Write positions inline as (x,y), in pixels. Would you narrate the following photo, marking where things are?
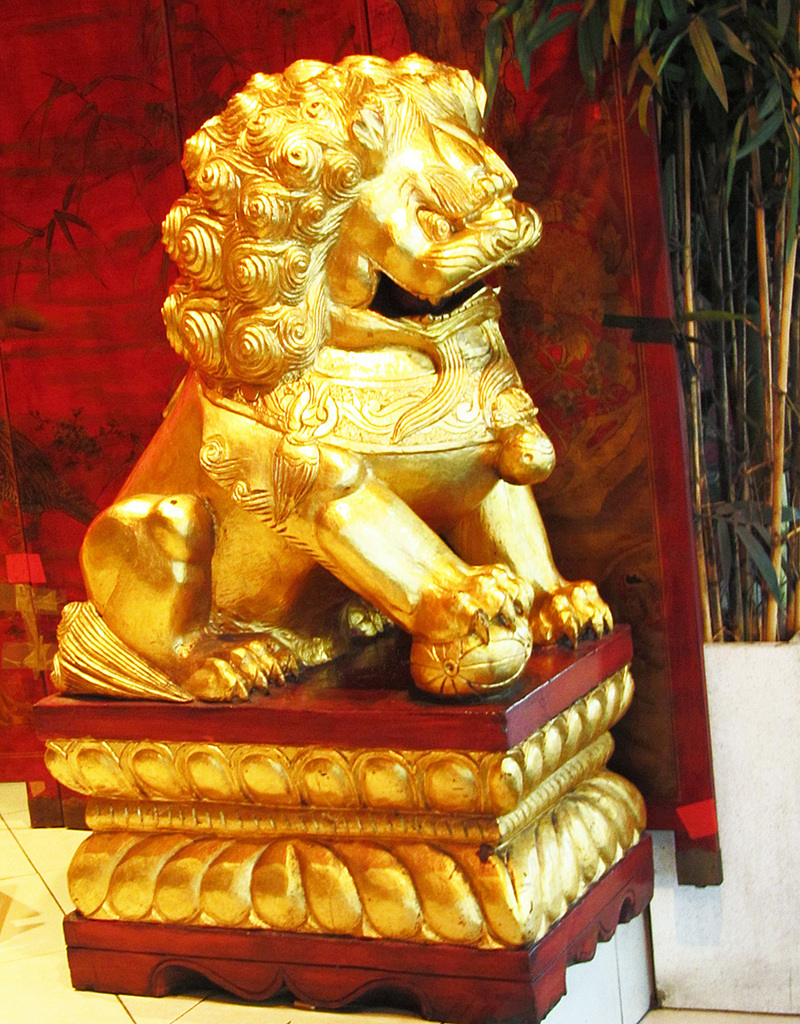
In this picture in the middle (441,659), we can see a statue (443,596) of a lion (443,612). In the background (319,29), there is painting (431,8), flower pot (665,840) and plants (760,386).
